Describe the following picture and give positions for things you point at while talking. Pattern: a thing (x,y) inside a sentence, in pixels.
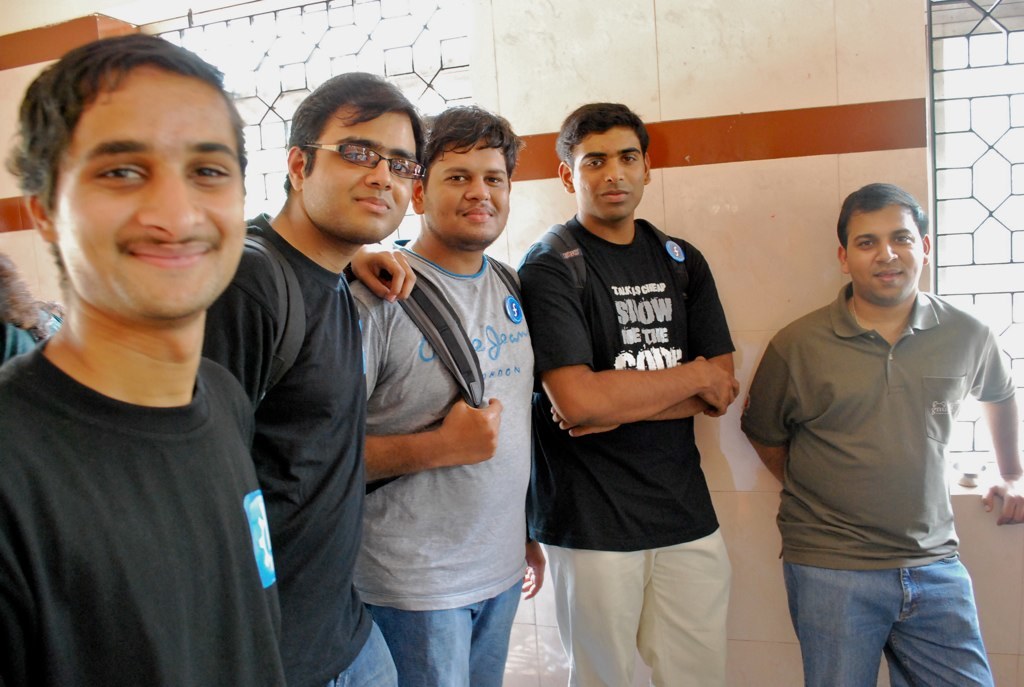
In the center of the image (345,266) we can see people (437,381) standing and smiling. In the background (658,212) there is a wall (618,63) and we can see grills (465,49).
